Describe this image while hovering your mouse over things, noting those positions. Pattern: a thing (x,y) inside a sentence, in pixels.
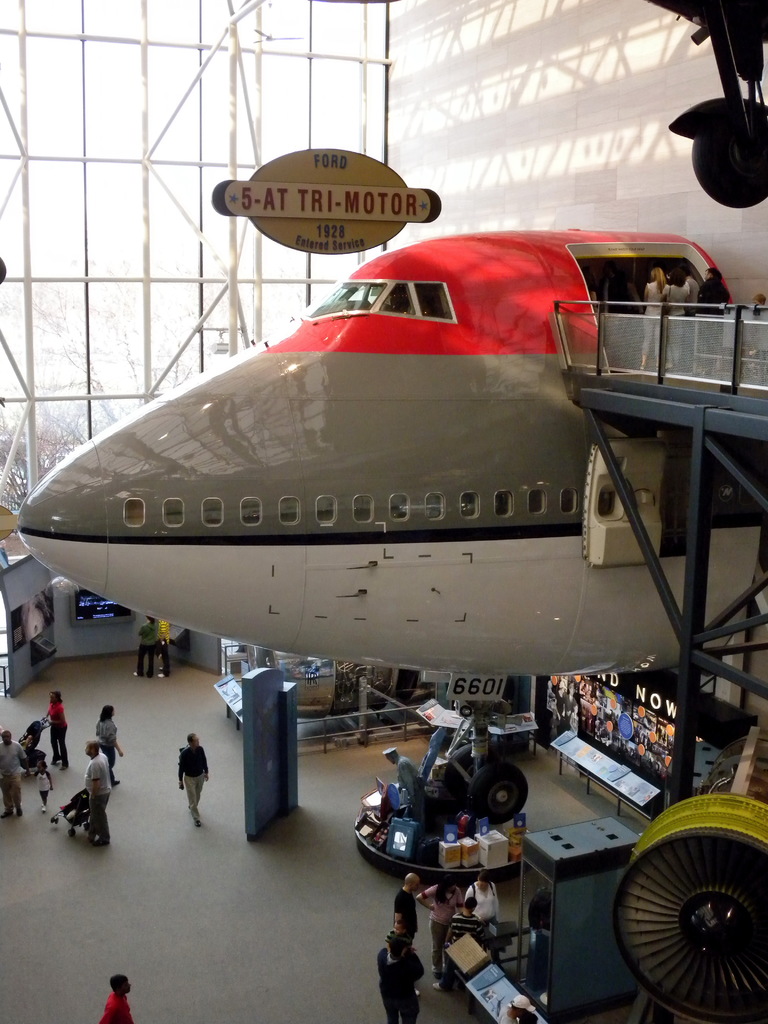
The image is clicked in a building (576,795). In the center of the picture (337,458) there is an airplane (438,544). In the background (190,218) there is a glass window (247,147) and poles (6,472), outside the window (86,348) we can see trees (93,342). At the bottom (571,902) there are exhibits (556,719) and people (63,757) walking. On the right (719,199) there is a wheel (725,168).
